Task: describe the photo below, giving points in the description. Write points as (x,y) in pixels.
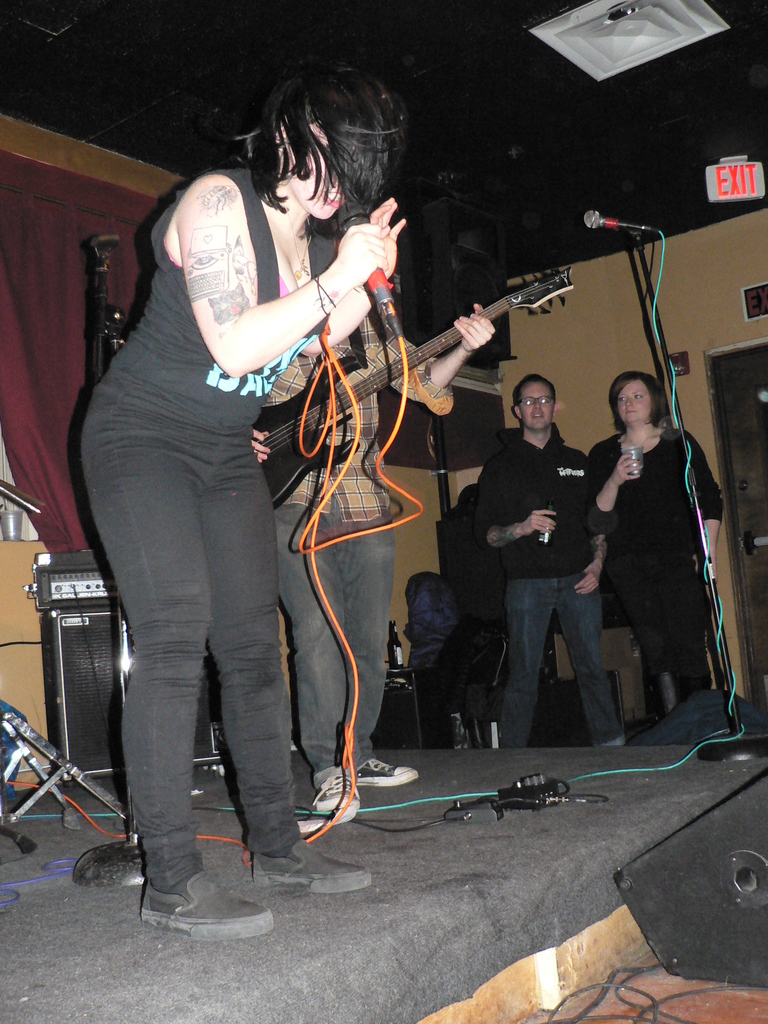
In this picture we can see a platform (529,875). At the right side (644,583) we can see two persons (516,693) standing and holding glasses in their hands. At the left side of the picture (119,527) we can see one person (373,624) standing and playing a guitar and the other person (280,284) singing. This is a exit sign board (741,178).
